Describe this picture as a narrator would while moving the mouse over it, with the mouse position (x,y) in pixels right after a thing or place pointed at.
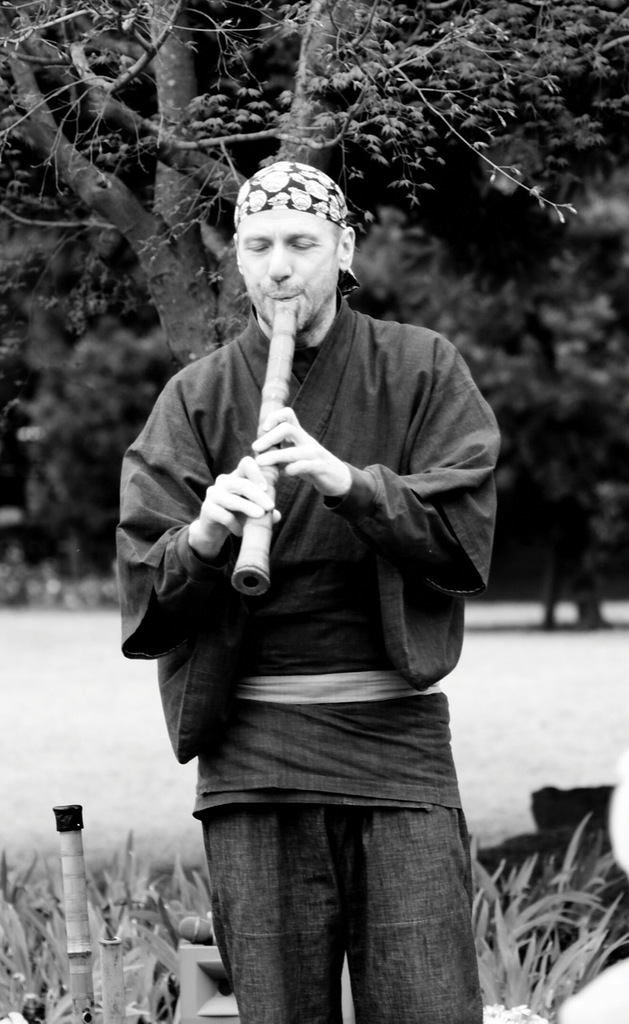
Here we can see a man (262,299) playing a musical instrument (282,372) and behind him there are trees (314,86) and plants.
